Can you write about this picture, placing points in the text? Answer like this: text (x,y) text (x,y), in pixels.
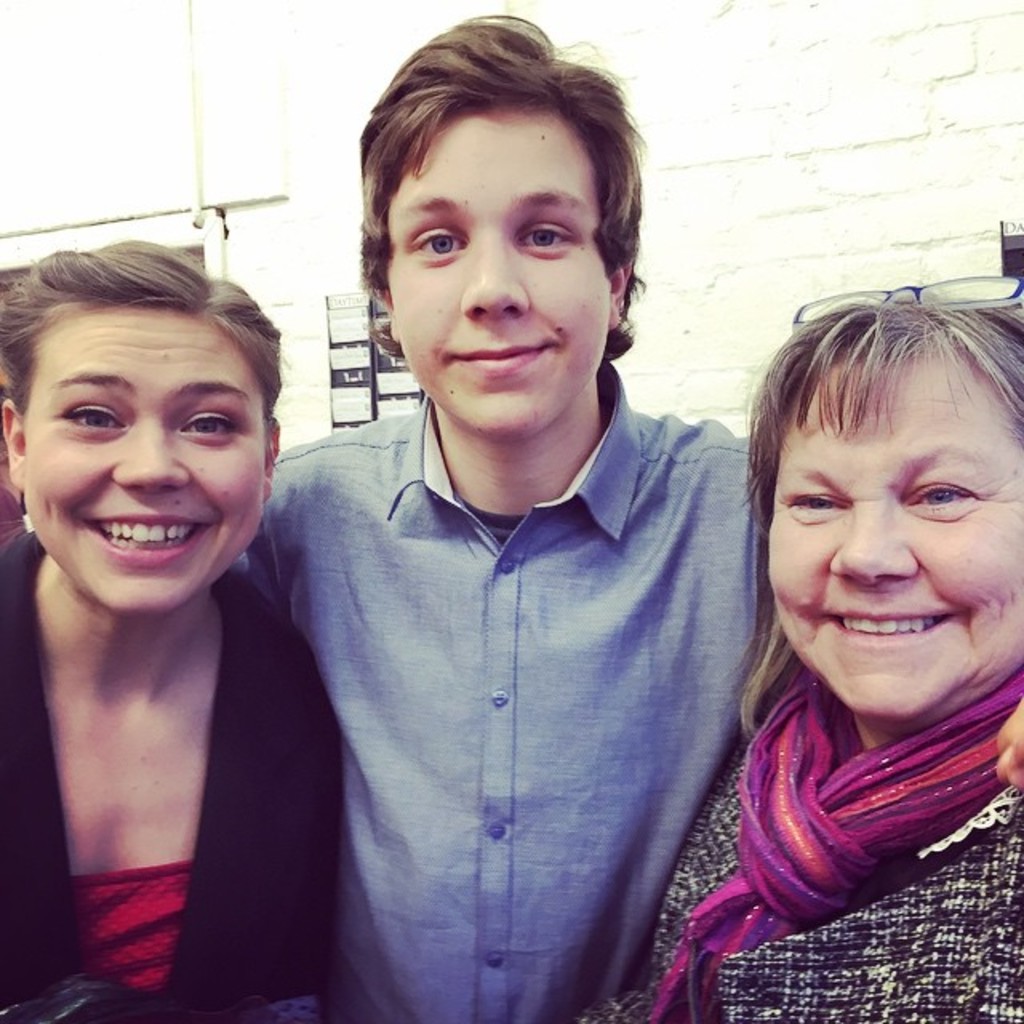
In this image we can see a man (580,637) and two women (186,718) smiling. On the backside (732,302) we can see a board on a wall (724,304).
